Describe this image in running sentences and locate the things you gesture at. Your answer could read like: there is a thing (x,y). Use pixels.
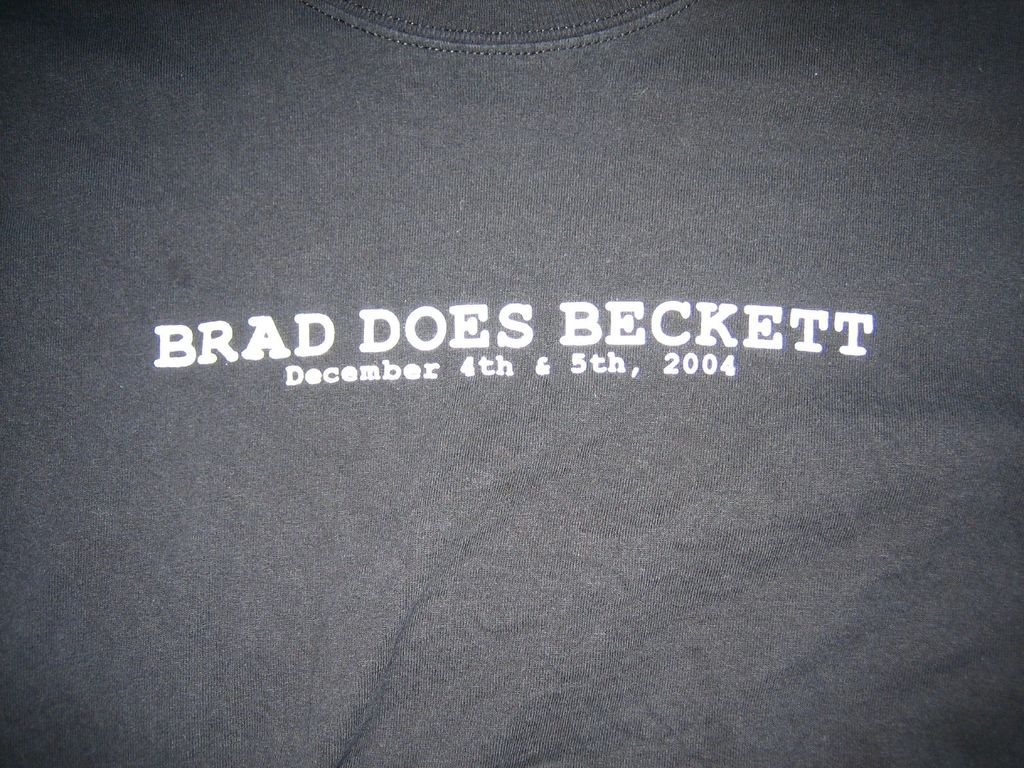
In this image there is one t shirt (289,441), on that t shirt (467,331) there is some text (188,357).
